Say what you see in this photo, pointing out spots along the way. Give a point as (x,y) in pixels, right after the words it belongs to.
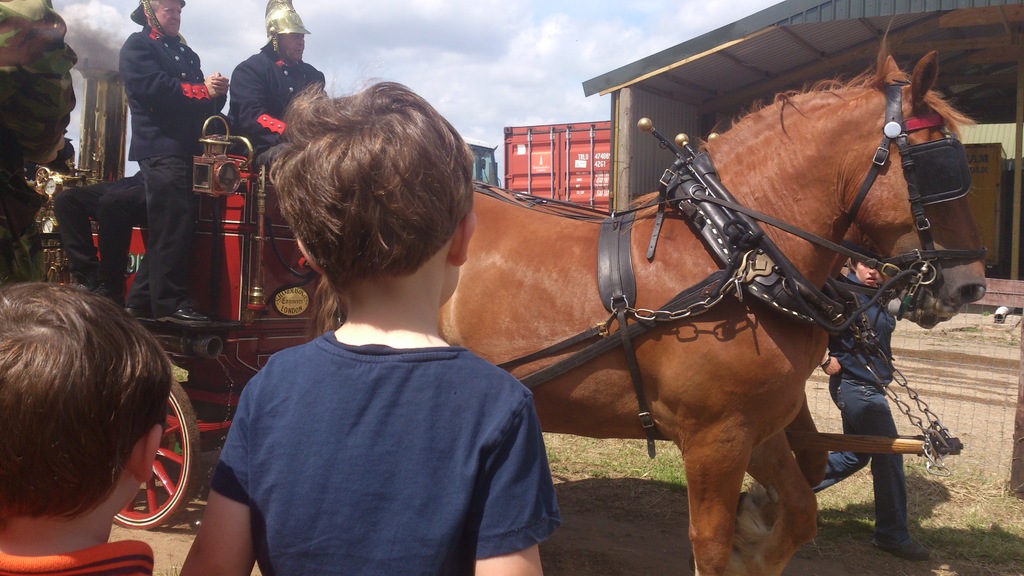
In this image there are two kids (252,386) standing in front of a horse (498,307), at the back ground (269,104) there are few other people (217,105) standing, and a sky (376,68).
